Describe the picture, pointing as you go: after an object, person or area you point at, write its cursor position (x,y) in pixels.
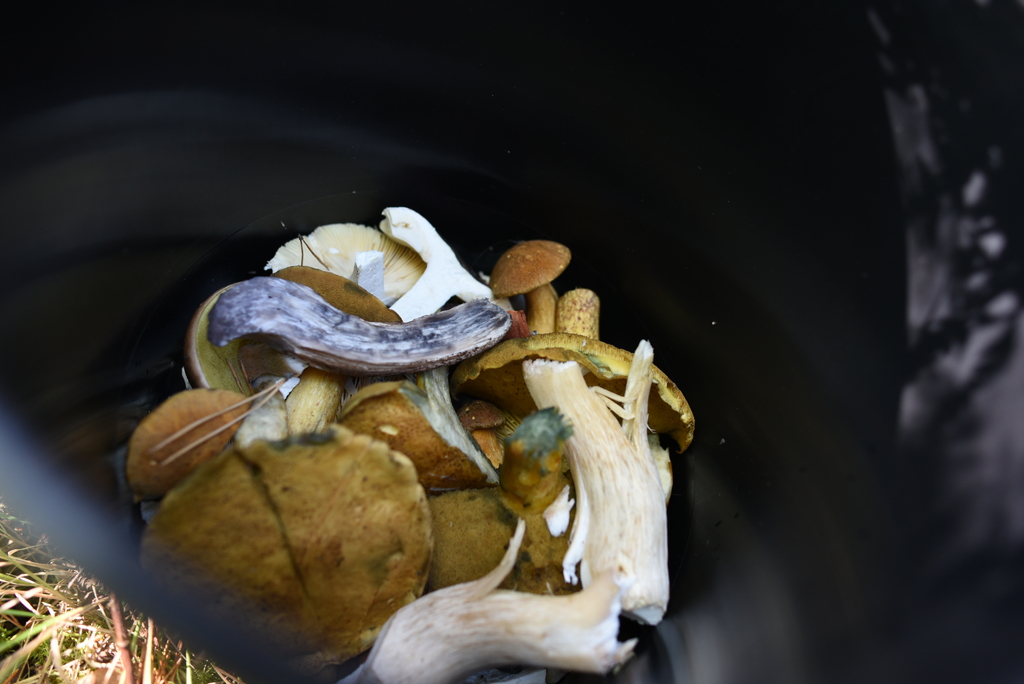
In this picture, it seems to be there is a container (768,338) in the center of the image (581,328), which contains mushrooms (454,423) in it and there is grass (39,638) in the bottom left side of the image (41,635).
